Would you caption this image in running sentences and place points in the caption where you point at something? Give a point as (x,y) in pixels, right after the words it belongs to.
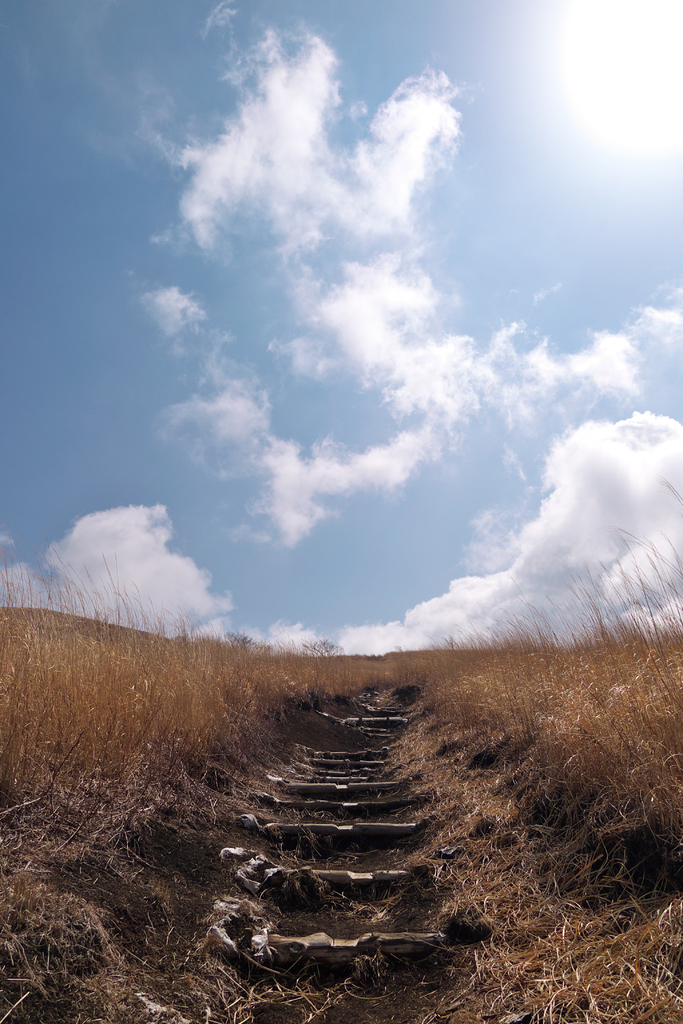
In this image there is dried grass (87,690) on the ground (555,866). In the center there are steps (321,843). At the top (351,242) there is the sky (310,369).
